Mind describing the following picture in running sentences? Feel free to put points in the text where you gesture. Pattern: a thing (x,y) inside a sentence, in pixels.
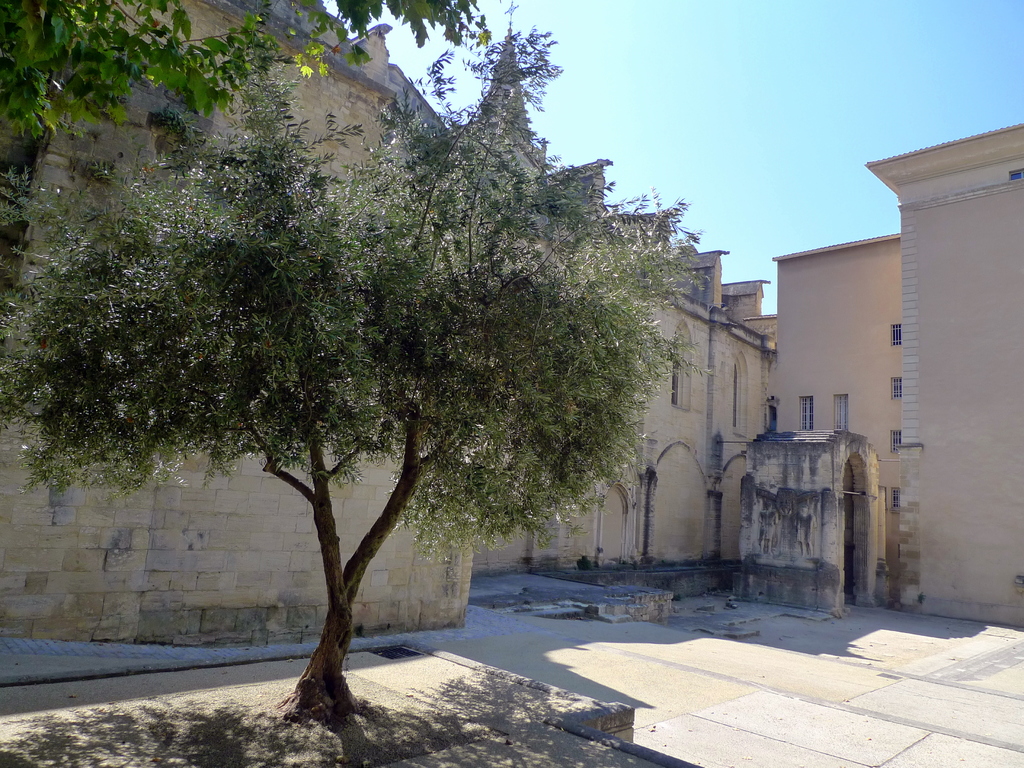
In the foreground of the image (763,743) we can see a floor (720,743). In the middle of the image (412,297) we can see a tree (539,464) and building (873,397). On the top of the image (850,56) we can see plus symbol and the sky (712,65).
